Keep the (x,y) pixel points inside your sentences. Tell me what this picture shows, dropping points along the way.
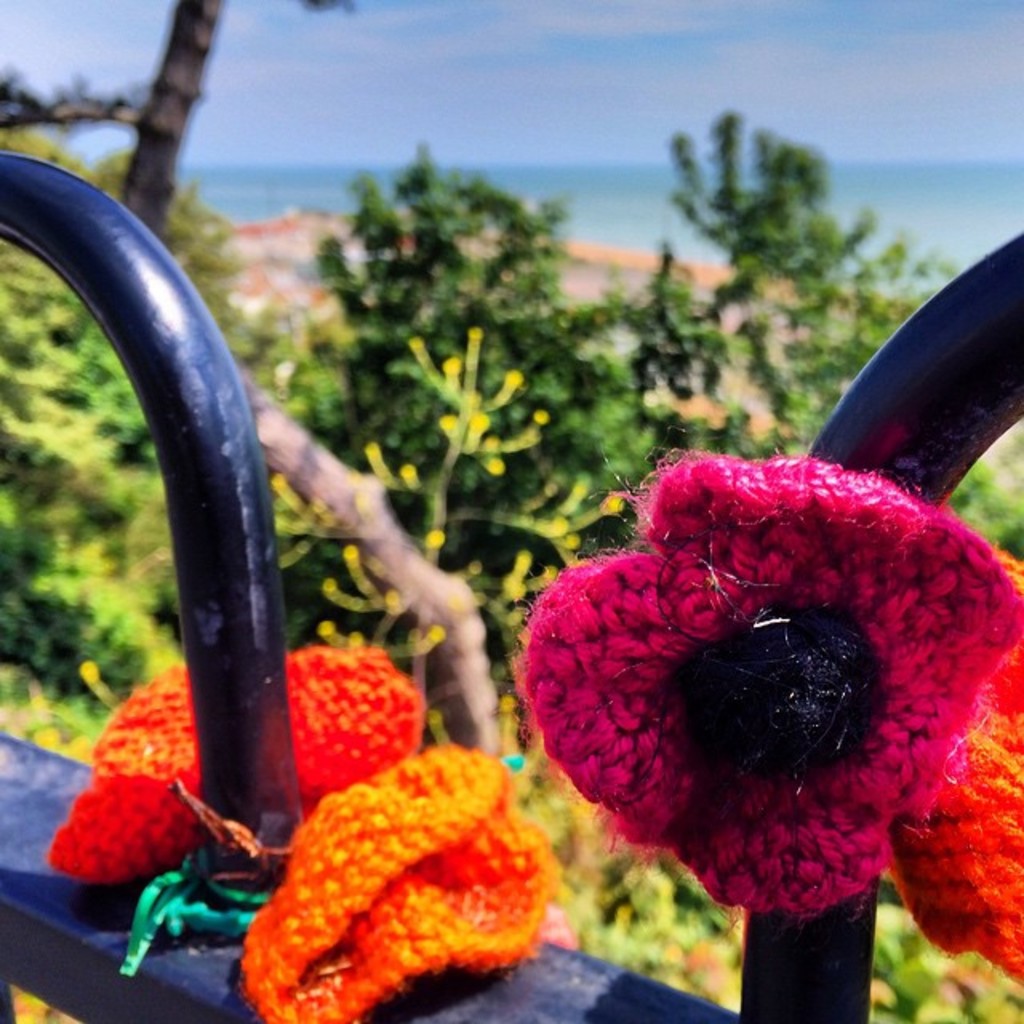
In this image there are woolen flowers (387,919) tied to the iron rods (803,962), and in the background (533,265) there are plants (523,289), trees (688,142), water (558,176), sky (747,66).
